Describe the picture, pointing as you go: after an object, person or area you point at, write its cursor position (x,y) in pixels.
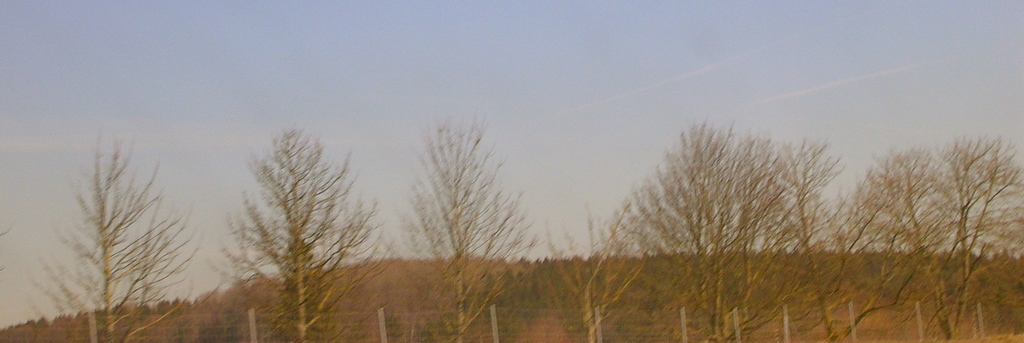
This image is taken outdoors. At the top of the image (392,104) there is a sky (121,110). At the bottom of the image (178,311) there are many trees (284,325) and plants (536,320) and there is a fencing (401,329).
